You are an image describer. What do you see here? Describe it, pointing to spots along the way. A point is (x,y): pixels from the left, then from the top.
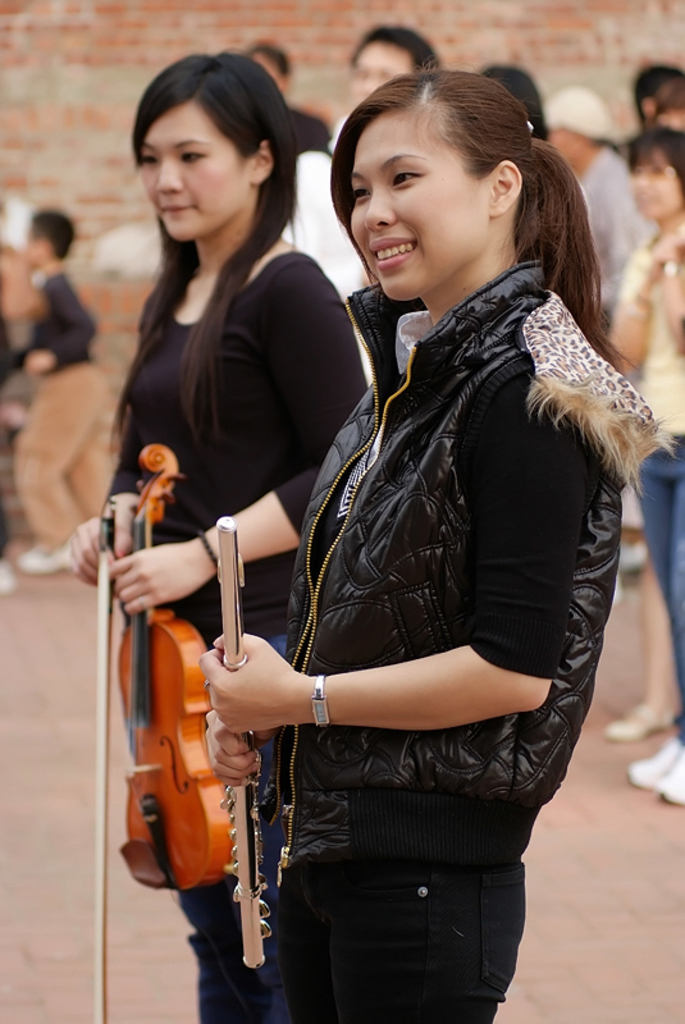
In this there are group of people (290,350). At the front (436,378) there are two women (407,310) standing and they are holding musical instruments (150,673). At the back (102,43) there's a wall (97,160).
